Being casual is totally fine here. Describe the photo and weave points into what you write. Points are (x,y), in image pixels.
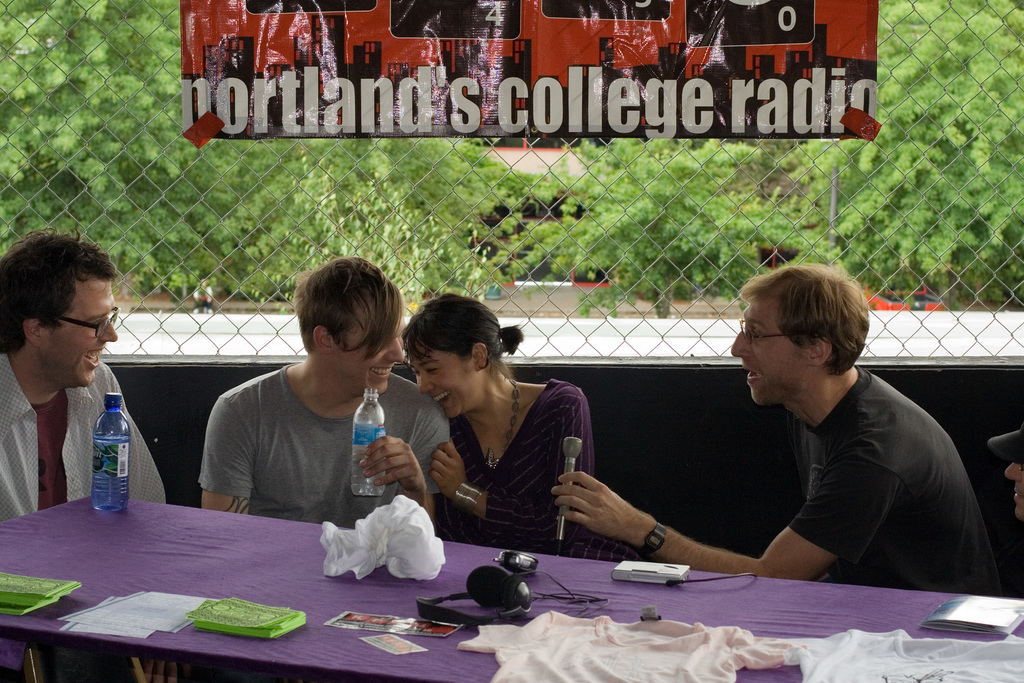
In this image there are four person (334,371) sitting and the man (375,321) is holding a water bottle (383,426) another man (957,471) is holding a mic (568,492). On the table (212,517) there is a water bottle (126,480), cloth (411,553), headset (476,616). At the background (393,178) there are trees (407,186).
